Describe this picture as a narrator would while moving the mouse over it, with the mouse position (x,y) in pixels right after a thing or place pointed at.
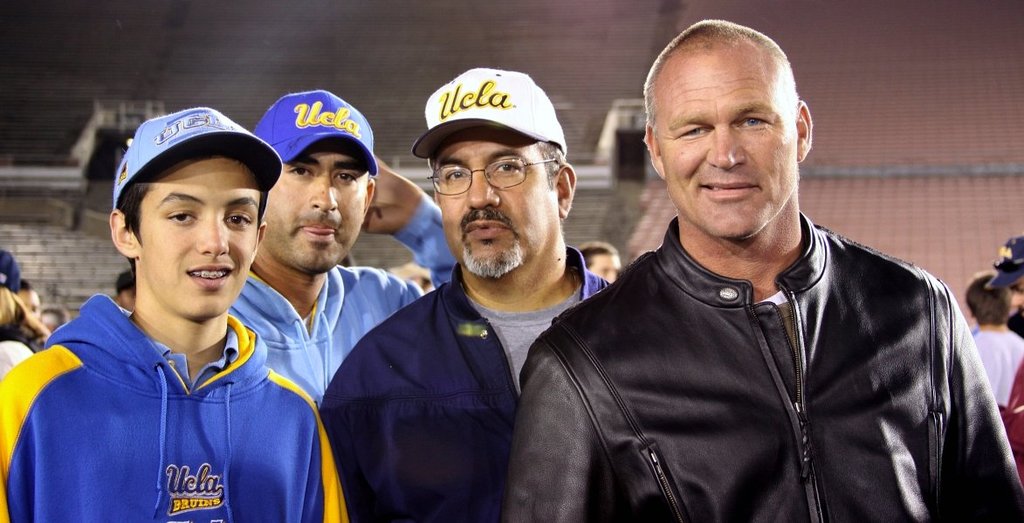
In this image, we can see people (583,319) and some of them are wearing caps (444,137). In the background (161,32), there is a wall (590,42) and we can see some other people (991,304).
